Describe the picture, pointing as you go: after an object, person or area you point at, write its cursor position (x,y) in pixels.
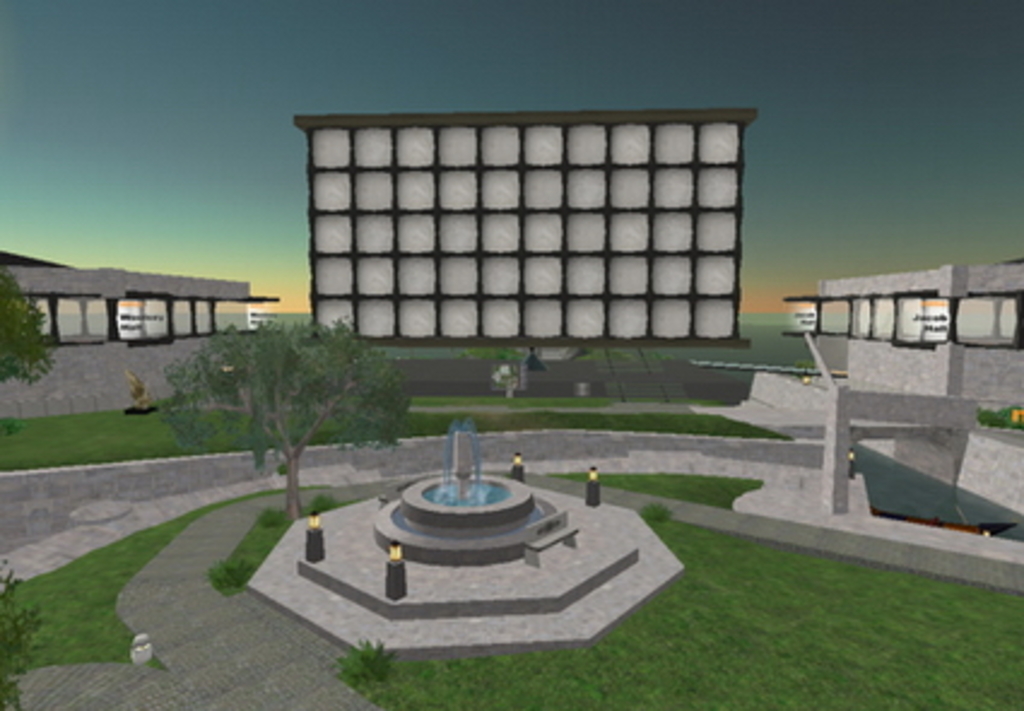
This is a graphical image where we can see there are tree (322,426), buildings (999,297) and grass (67,439) along with fountain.
